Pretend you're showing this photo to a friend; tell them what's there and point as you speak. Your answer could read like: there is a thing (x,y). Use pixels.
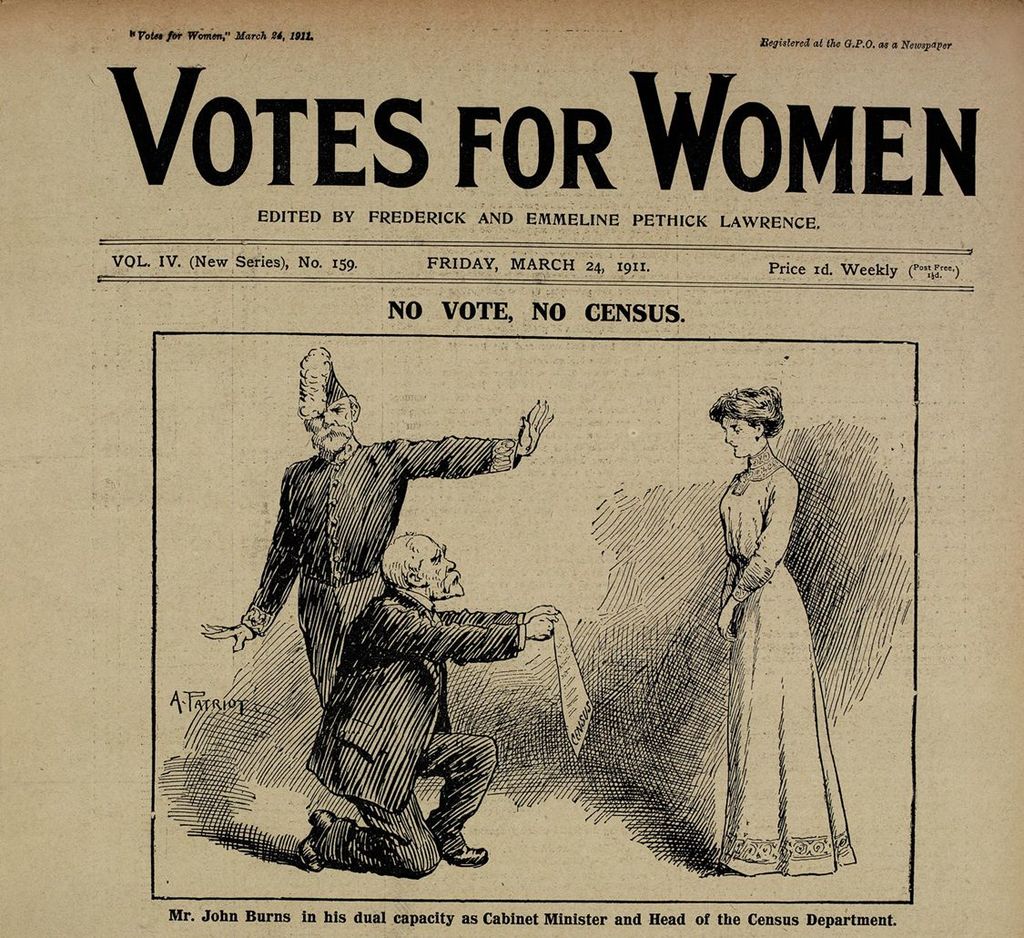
This might be a poster (476,337), in this image in the center (475,531) there is a drawing (727,523) of two men (371,498) and one woman (801,708) and there is a text (560,170) at the top (560,170) and bottom of the image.
